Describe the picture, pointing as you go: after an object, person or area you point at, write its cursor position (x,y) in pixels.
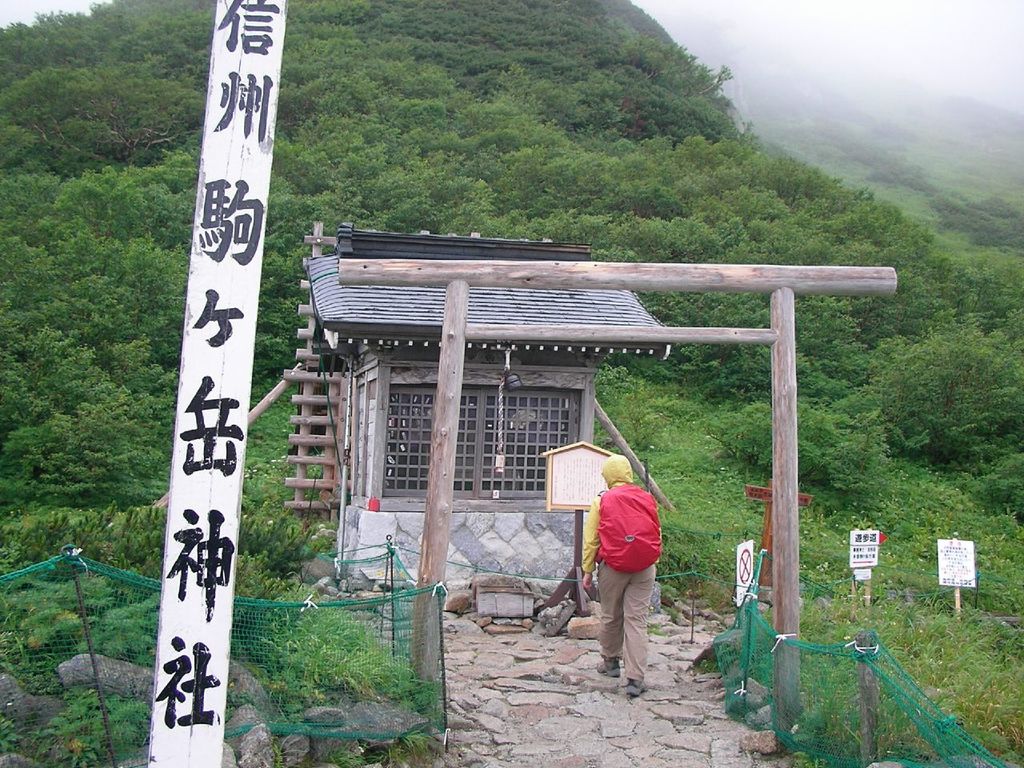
In the picture I can see a person (592,568) carrying red color backpack (614,524) is walking on the ground (547,695). Here I can see fence (957,736), boards (210,563), house (382,372), trees (759,319) and fog (935,62) in the background (596,254).
